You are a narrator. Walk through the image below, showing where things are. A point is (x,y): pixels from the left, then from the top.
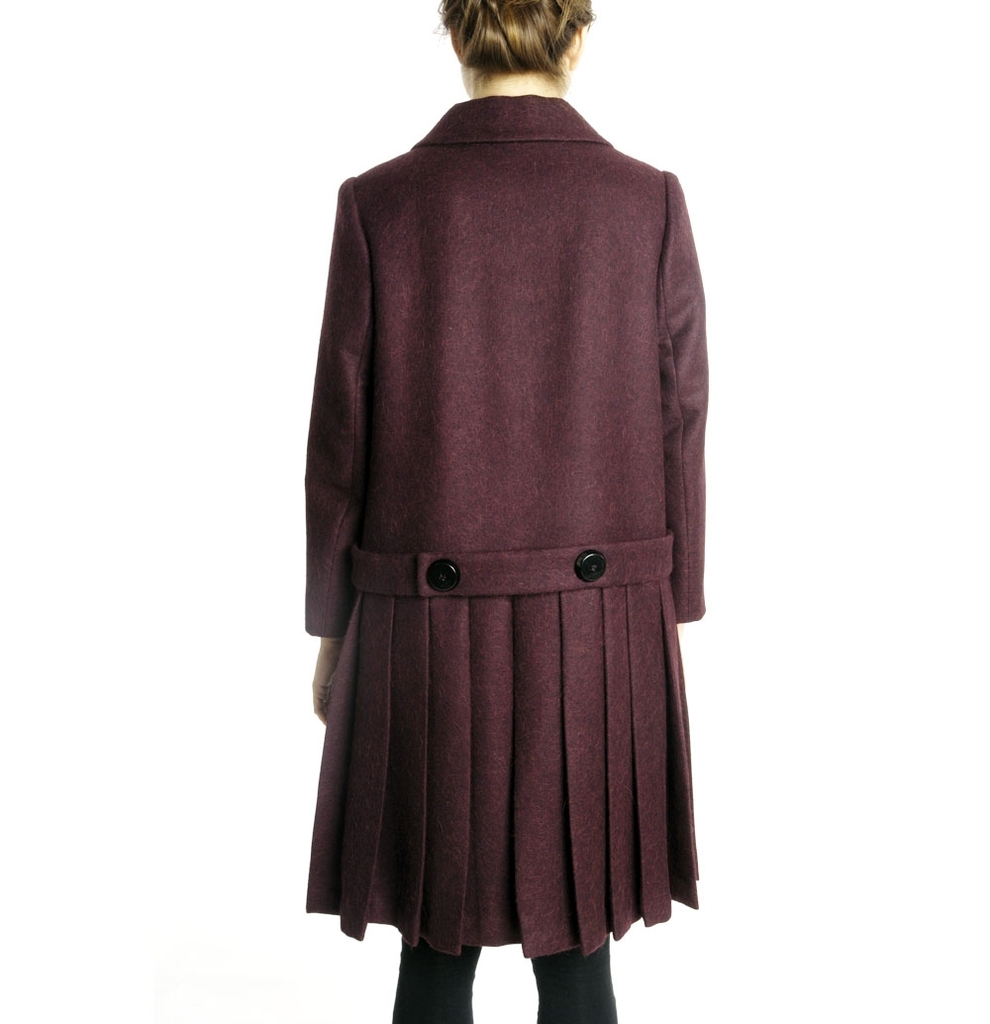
In this image I can see the person (569,553) wearing the dress (470,448) which is in maroon and black color. And there is a white background (687,46).
